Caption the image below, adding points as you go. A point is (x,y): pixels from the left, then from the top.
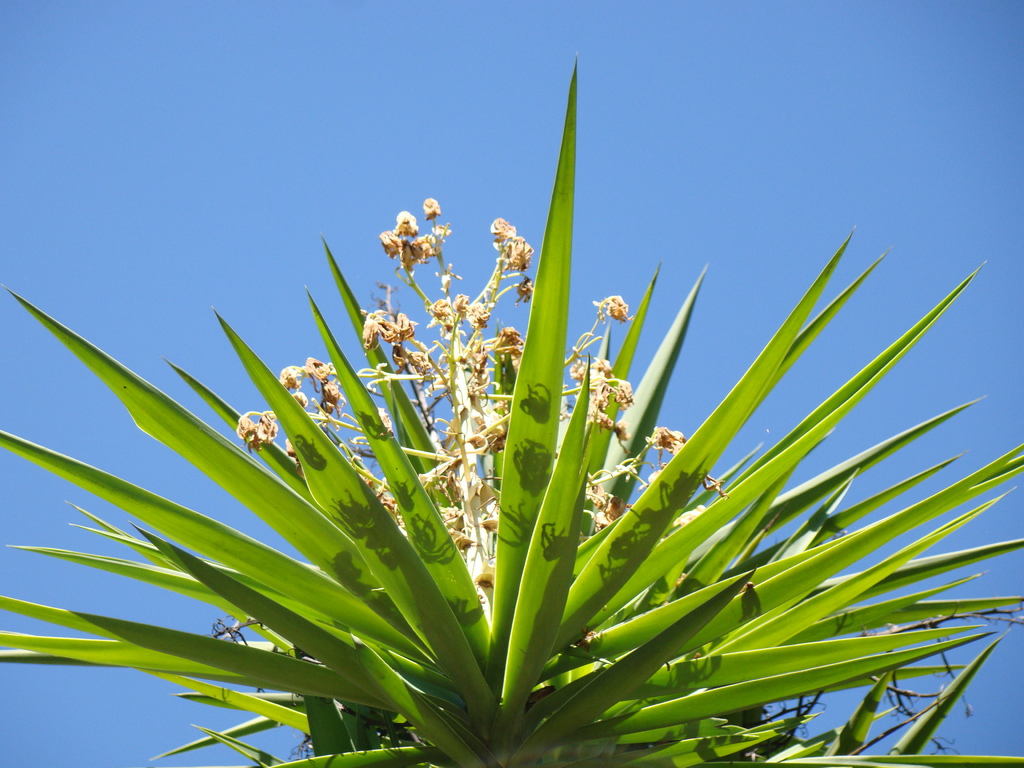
In this image we can see there is a plant (413,493) with flowers (615,506) on it. In the background (731,211) there is the sky (856,179).
